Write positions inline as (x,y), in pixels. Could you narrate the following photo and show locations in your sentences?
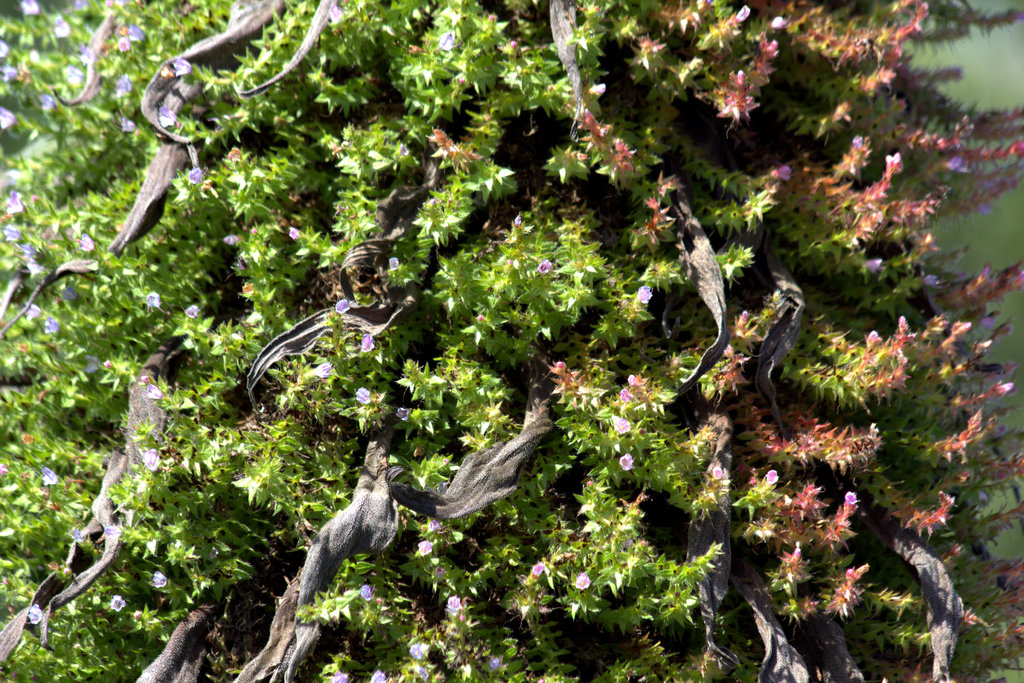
In this picture we can see a tree (53,176) with flowers (1018,149) and in the background (1020,103) we can see the grass (1019,197).
